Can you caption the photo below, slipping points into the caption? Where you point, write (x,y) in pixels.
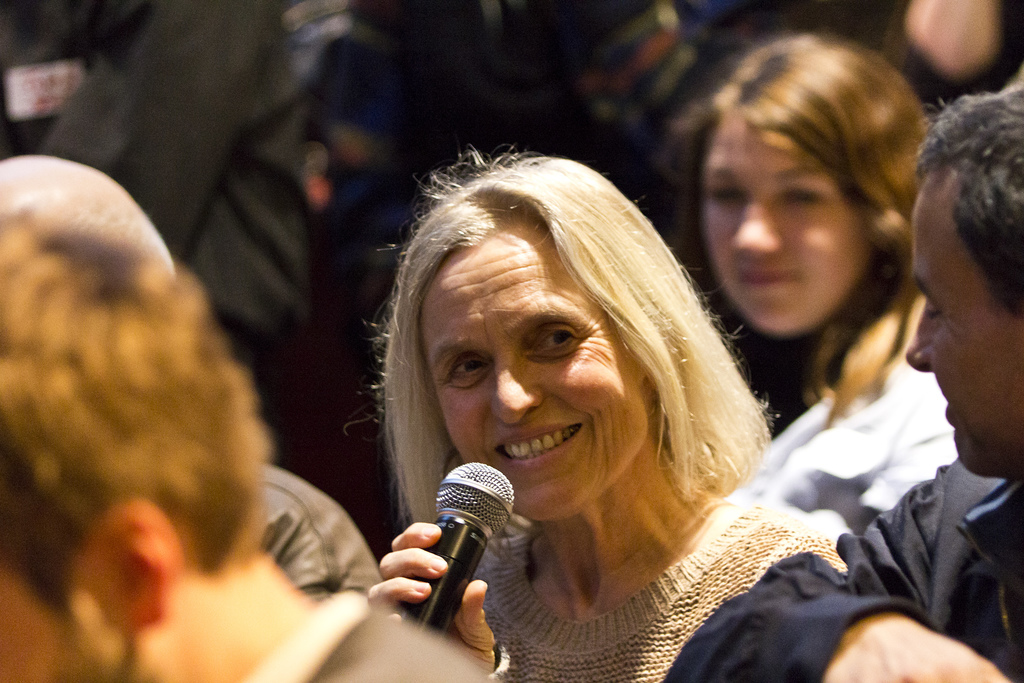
In this image, we can see few peoples (681,549) are smiling. And the middle of the image (546,435), The woman (551,460) is holding a microphone (473,518). And she is smiling.
